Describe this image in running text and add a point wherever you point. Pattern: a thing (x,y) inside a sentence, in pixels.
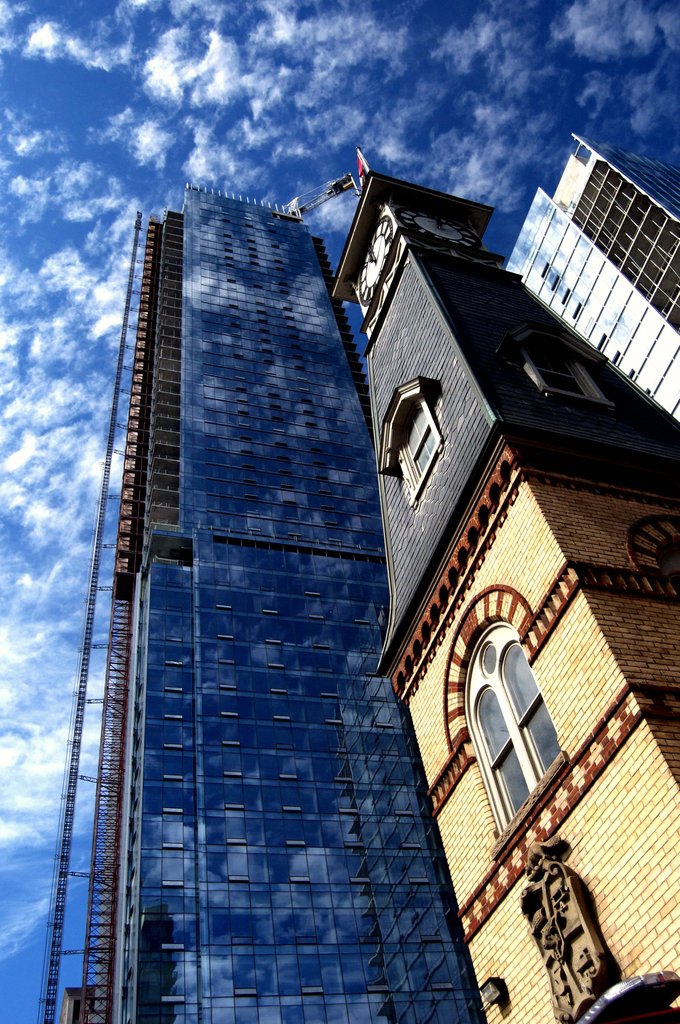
Here we can see buildings (402,389). In the background (95,447) there is sky (95,104) with clouds (212,87).
